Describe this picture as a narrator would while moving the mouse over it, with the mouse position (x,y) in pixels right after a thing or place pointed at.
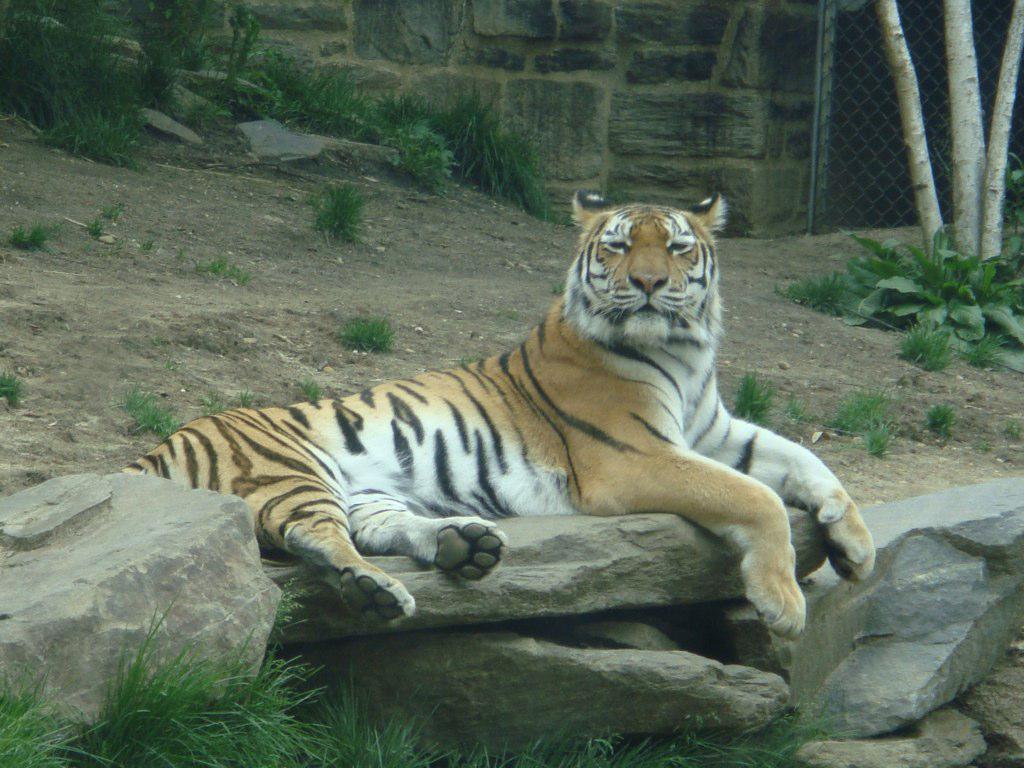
Here in this picture we can see a tiger (444,414) sitting on the rock stone (582,541) present over there and we can also see other rock stones (51,561) present all over there and we can see grass (287,94), plants (937,269) and trees (965,245) present here and there and in the far we can see a fencing (866,62) present and beside it we can see a wall (806,215) present over there.
